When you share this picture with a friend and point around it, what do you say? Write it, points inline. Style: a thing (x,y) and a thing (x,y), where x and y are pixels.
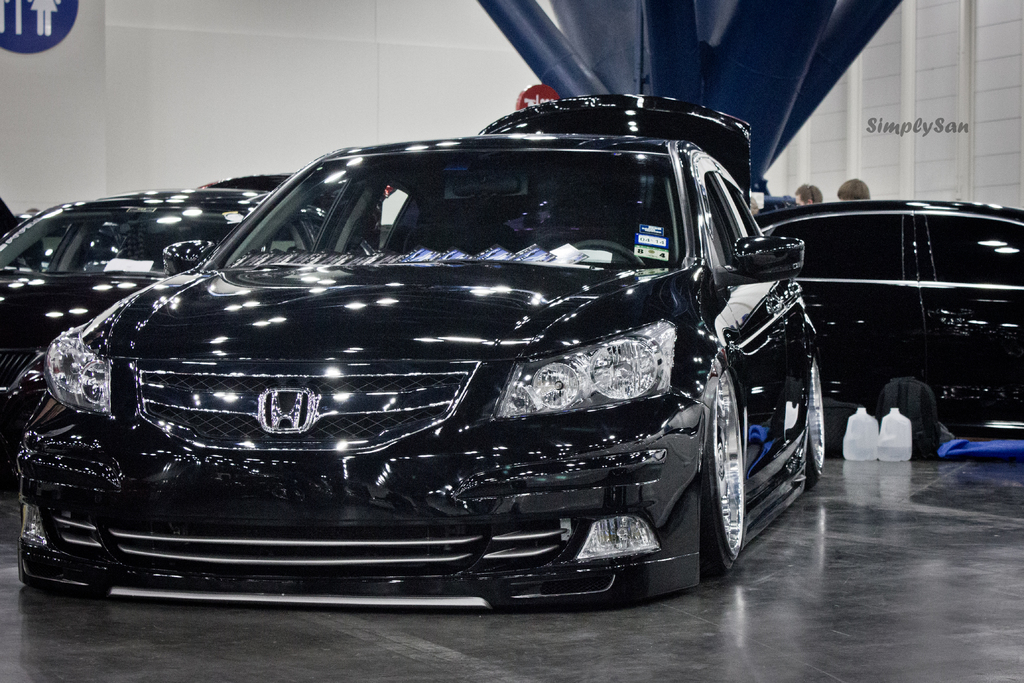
In this image there are a few cars (473,289) parked on the floor (802,529), there are a few objects (873,424) and bags (911,399) are placed, behind the cars (725,136) there are a few people (852,194) standing. In the background (66,10) there is a sign board (54,42) attached to the wall (343,67) and there is a curtain (757,148).
